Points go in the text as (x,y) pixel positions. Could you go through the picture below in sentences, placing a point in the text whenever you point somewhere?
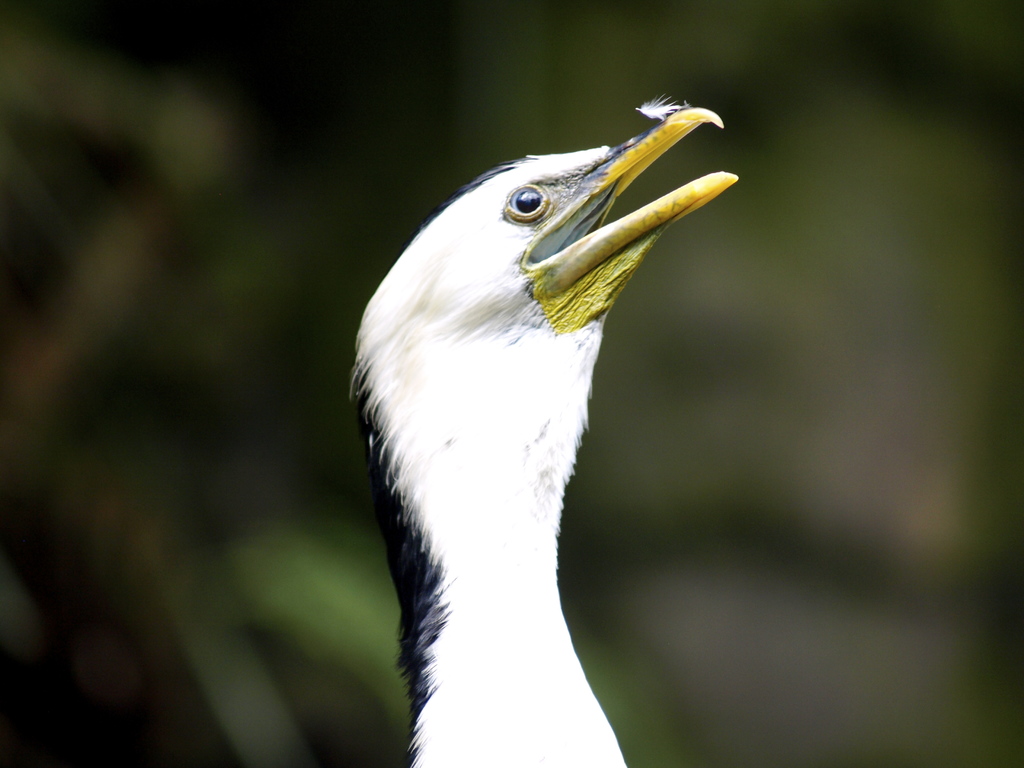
In this picture there is a bird (497,599) in the foreground (506,664). At the back (586,515) the image is blurry and the bird (578,153) is in black, white and in yellow color.
